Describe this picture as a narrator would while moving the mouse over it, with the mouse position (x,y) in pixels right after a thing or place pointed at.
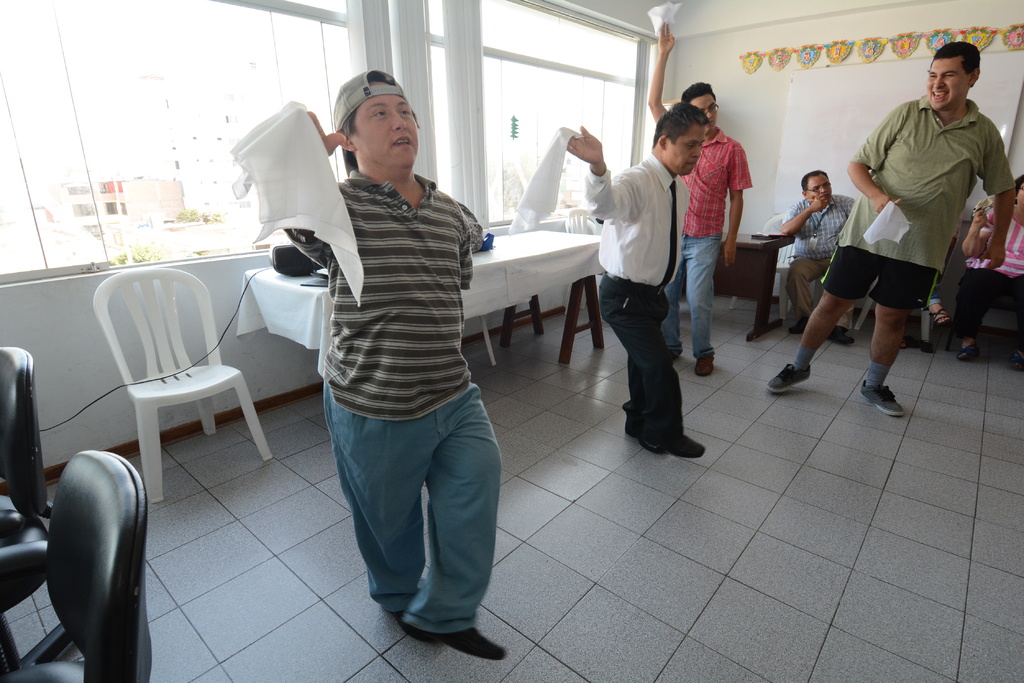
In the image in the center (660,317) we can see four persons (685,246) were standing and they were holding clothes (324,195). And one of them was smiling, which we can see on his face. In the background (420,113) there is a wall (727,61), glass (159,109), garland (865,51), tables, cloth (490,302), black color object (282,269), chairs (160,319), few people (834,226) were sitting and few other objects (854,106). Through glass (202,103), we can see buildings (206,142).
